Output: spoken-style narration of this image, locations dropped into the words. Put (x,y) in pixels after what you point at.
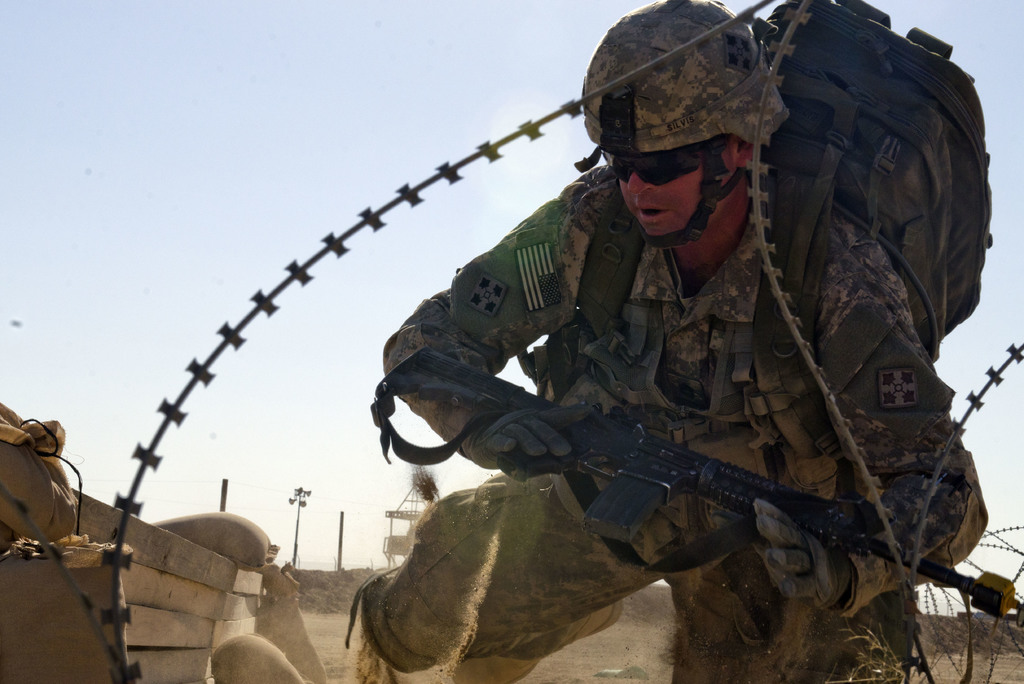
In this image there is one person (558,547) is wearing a uniform (729,304) and he is wearing a bag (841,122) and a helmet (692,131), and he is holding a gun (612,470) and there is fence (121,546), some boxes (242,614), bags (53,486) and some objects (105,547). And in the background (389,548) there are poles (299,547) and shelter (408,548) and at the top (468,77) there is sky (399,278), and at the bottom (338,604) there is sand (958,666) and some rocks (955,624).
